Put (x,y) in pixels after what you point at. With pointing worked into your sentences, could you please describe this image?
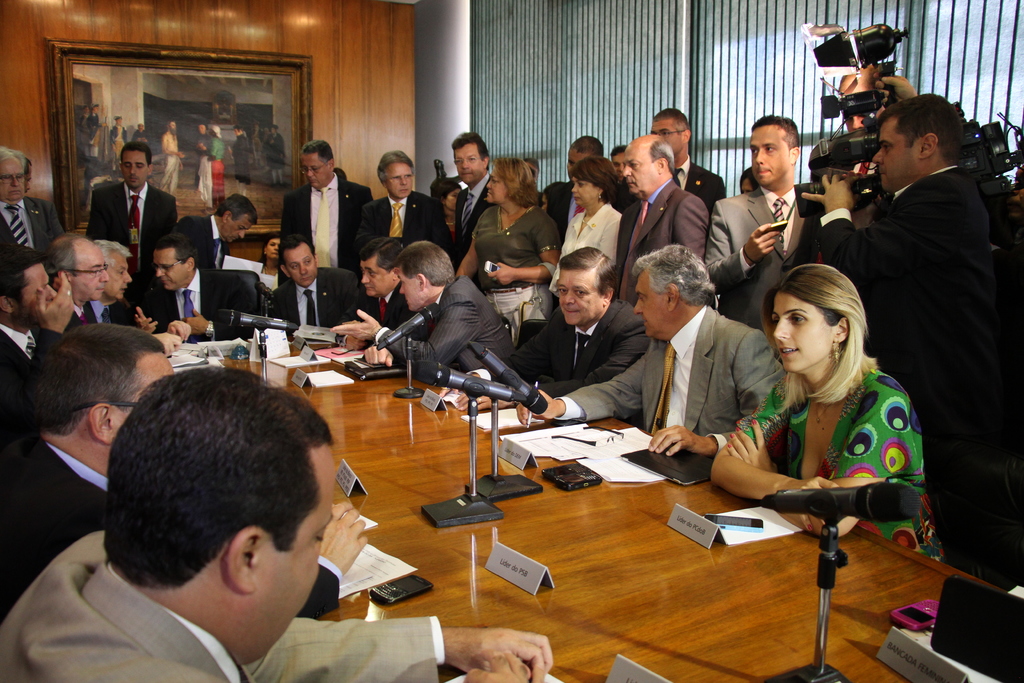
In this picture we can see a few microphones (504,390), name boards (528,460), phones (577,480), a laptop (701,477) and other objects (287,345) visible on a wooden table (385,529). We can see a few people (108,560) sitting on the chair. We can see some people (28,233) standing at the back (745,262). A person (975,223) is holding a camera (988,169) on the right side (837,249). There is a frame (55,153) on a wooden surface (184,29). We can see a pillar (415,101) and a window shades (744,95) on the right side (745,78).
